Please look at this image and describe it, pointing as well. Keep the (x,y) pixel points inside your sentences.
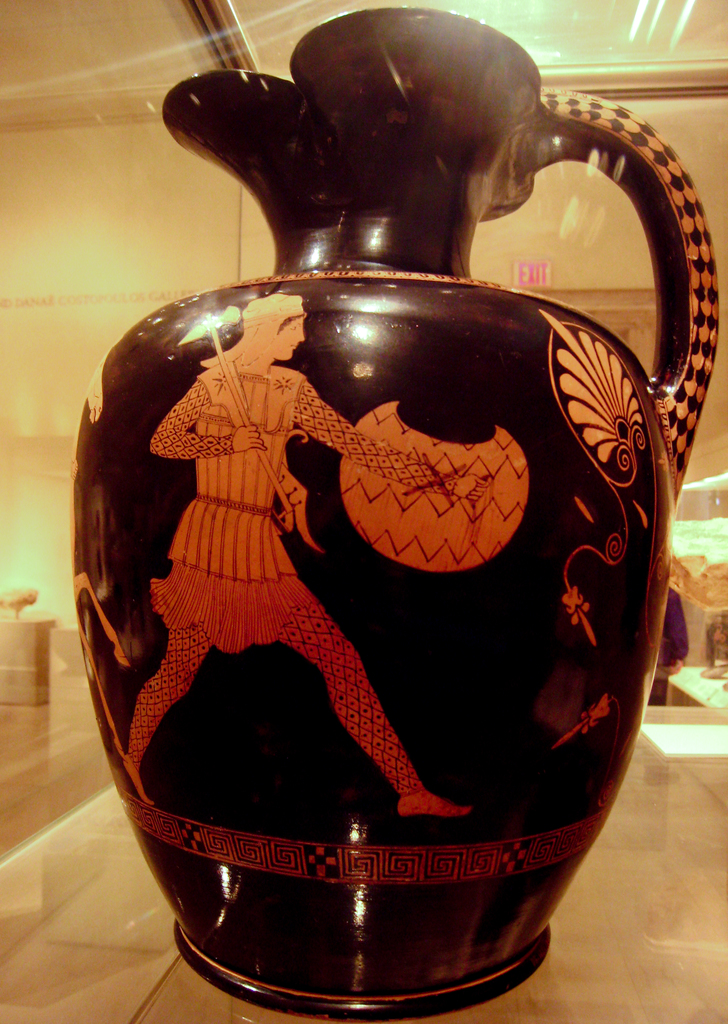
As we can see in the image there is a pot (397,474) and in the background (84,281) there is a wall (71,213).
